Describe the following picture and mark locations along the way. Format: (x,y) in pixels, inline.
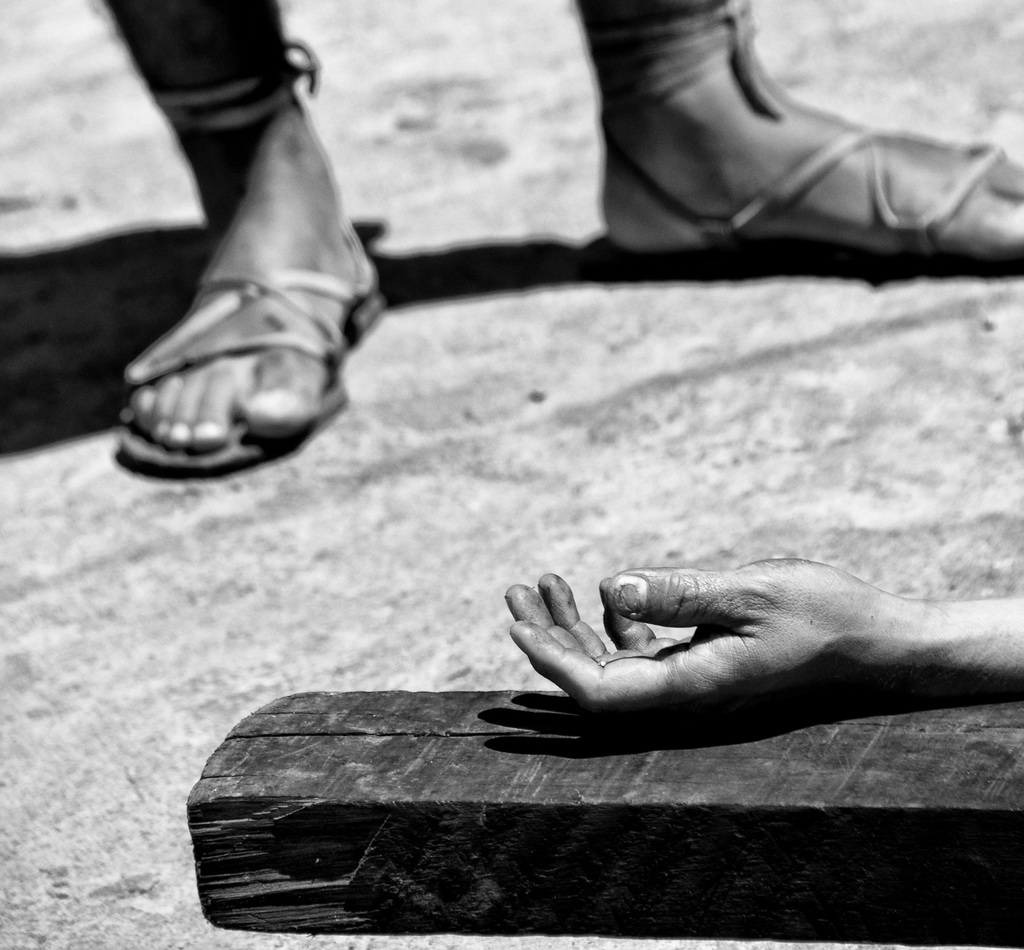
This is a black and white pic. At the bottom (665,687) we can see a person's hand (831,655) on a wooden piece (558,855) on the ground (74,842). At the top (207,61) we can see person's legs (267,168) and shadow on the ground (51,182).
